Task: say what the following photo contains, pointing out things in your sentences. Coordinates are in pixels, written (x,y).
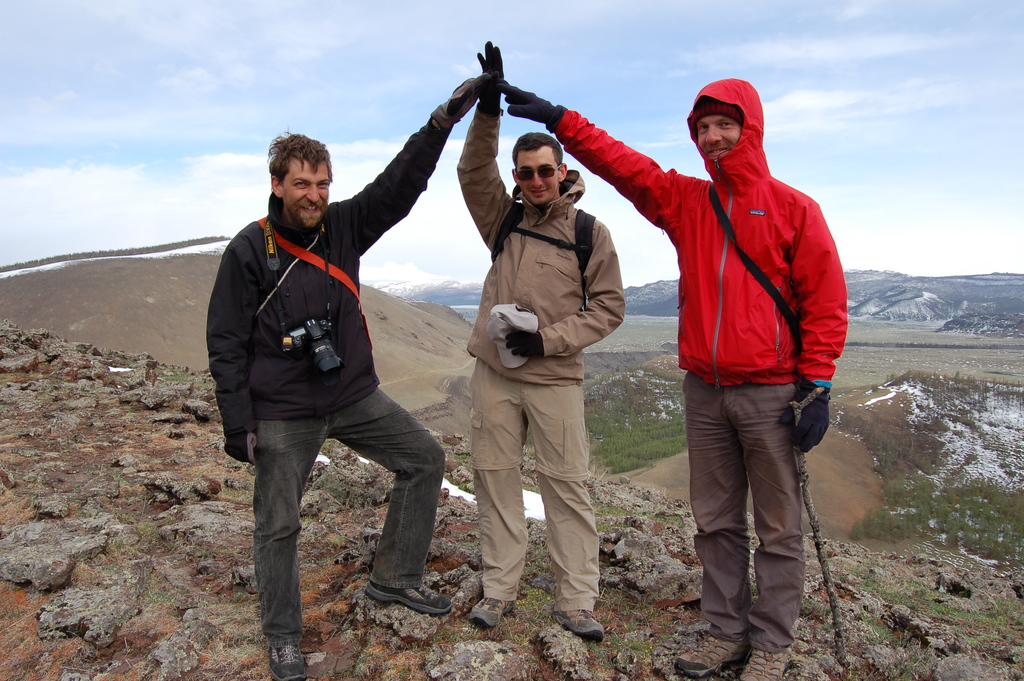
This picture is clicked outside the city. On the right (721,153) there is a person (757,214) wearing red color jacket (739,211), sling bag (795,344), smiling holding a stick (807,399) and standing on the ground (824,672). In the center (571,227) there is another person (534,228) smiling, holding a cap (524,311) and standing on the ground (473,499). On the left (308,219) there is a man (317,235) wearing black color jacket (341,244), camera (316,323), smiling and standing on the ground (126,496). In the background (117,290) we can see the hills (150,286), green grass (971,481) and the sky (884,140).
